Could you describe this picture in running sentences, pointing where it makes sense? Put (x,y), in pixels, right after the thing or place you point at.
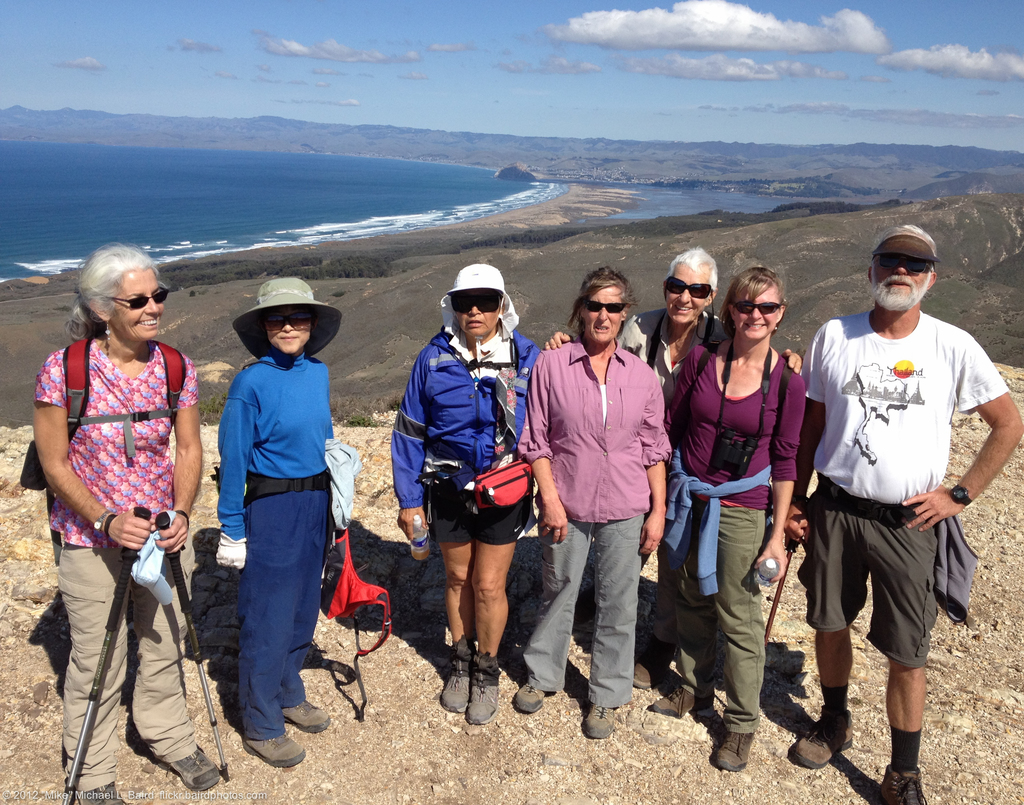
In this picture we can see a group of people (435,440) standing. A woman (507,445) is holding a bottle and two other people (126,642) holding some sticks (111,618). Behind the people (112,416) there is a sea (354,186), hills (841,222) and the sky (533,4). On the image there is a watermark (232,794).
